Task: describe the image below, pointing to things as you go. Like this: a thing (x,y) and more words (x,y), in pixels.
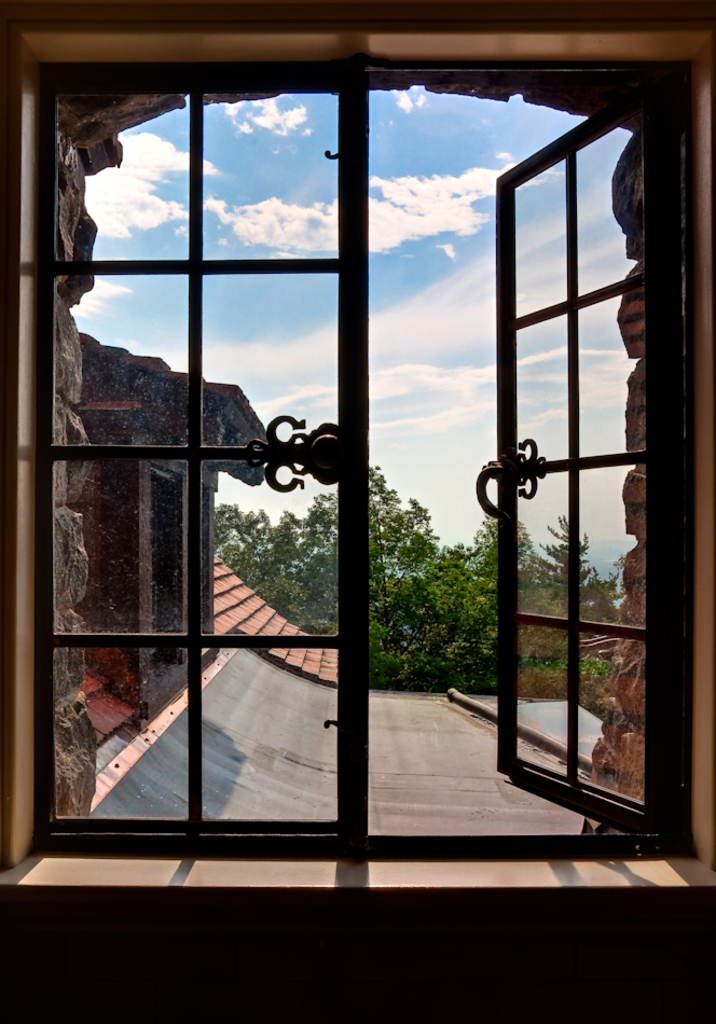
In this image there is wall (338,936), window (637,671) and in the background (170,619) there is a building (324,659), trees (455,575), sky (430,271).
